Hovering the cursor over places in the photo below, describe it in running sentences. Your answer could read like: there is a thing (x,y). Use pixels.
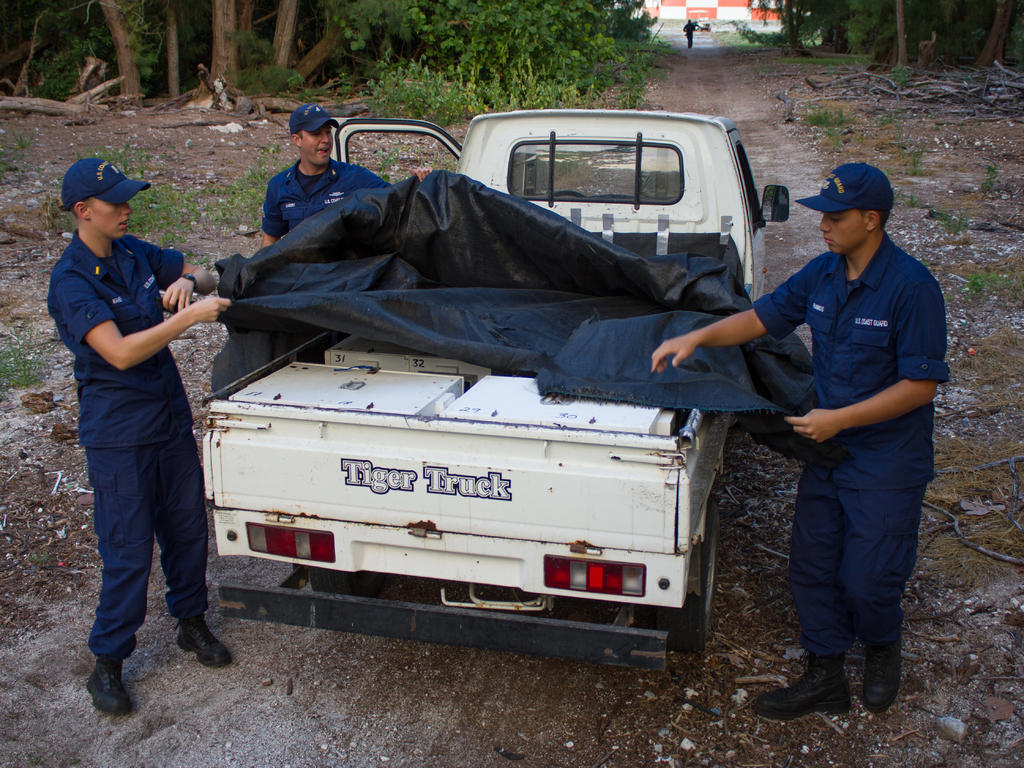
In this image there are three persons (801,313) with uniform (861,357) are standing and covering the load (457,372) present in the truck (419,566). In the background (745,17) there are trees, a wall (732,9) and also a person (688,23) walking on the land (718,75).
